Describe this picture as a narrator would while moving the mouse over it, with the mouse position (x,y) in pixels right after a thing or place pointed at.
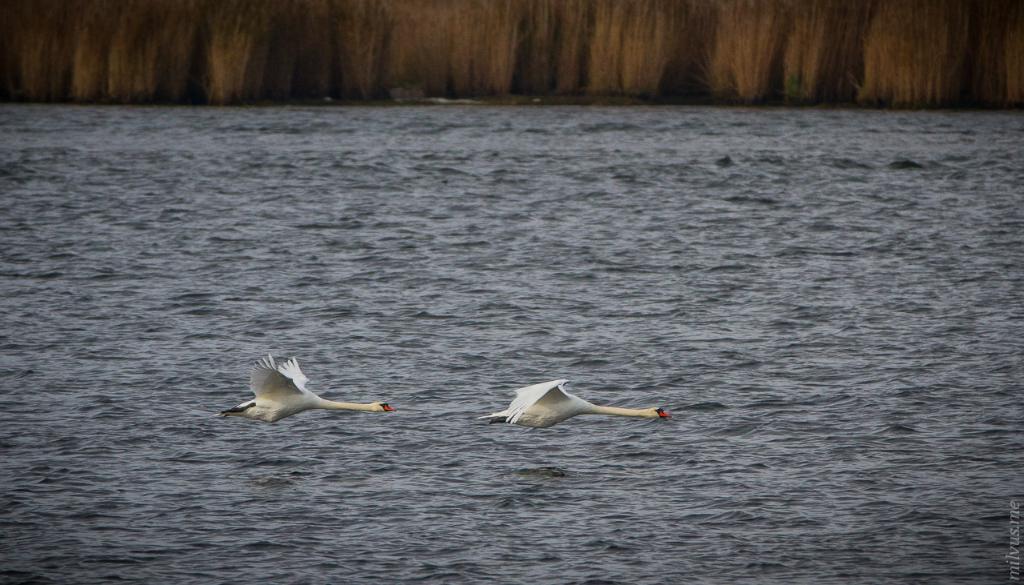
In this image we can see birds (522,415) flying over the water (442,430). In the background (812,278), we can see water (805,298) and some plants (219,47).
